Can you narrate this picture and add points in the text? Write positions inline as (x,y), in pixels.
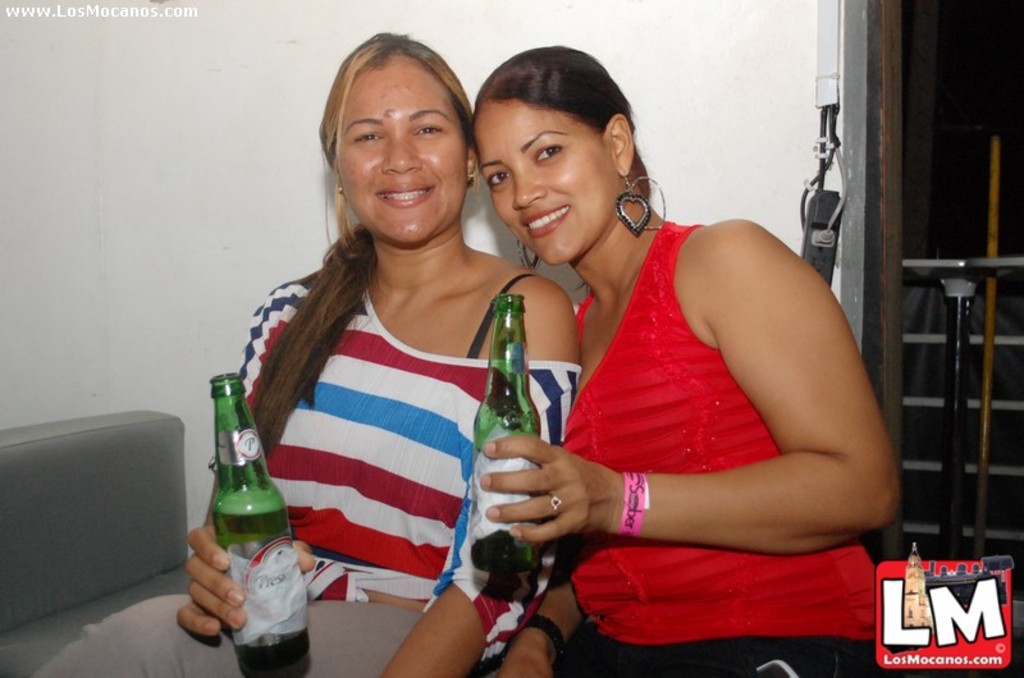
there two women (481,296) are sitting together and catching a bottle (505,470) with them.
